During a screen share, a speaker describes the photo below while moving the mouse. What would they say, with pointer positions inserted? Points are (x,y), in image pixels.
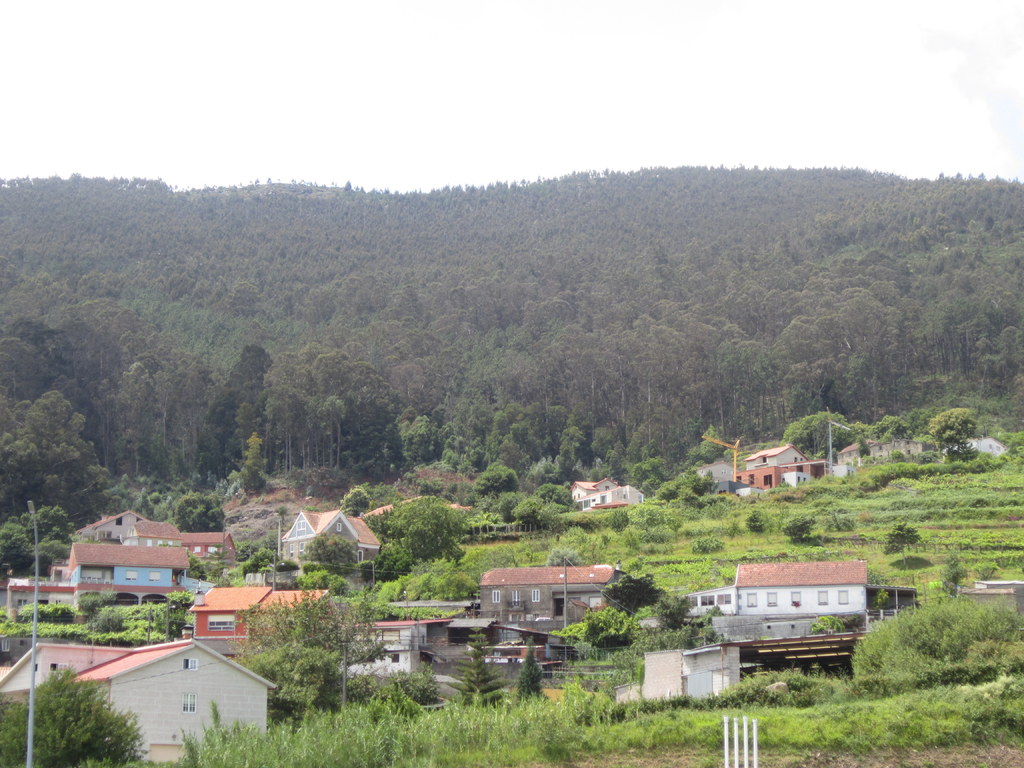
This is the picture of a village (541,587). In this picture there are buildings (121,673) and trees (593,439) and poles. At the back (466,314) there are trees (287,314) on the mountain (649,224). At the top (289,104) there is sky (551,139). At the bottom (810,739) there is grass (681,753).
